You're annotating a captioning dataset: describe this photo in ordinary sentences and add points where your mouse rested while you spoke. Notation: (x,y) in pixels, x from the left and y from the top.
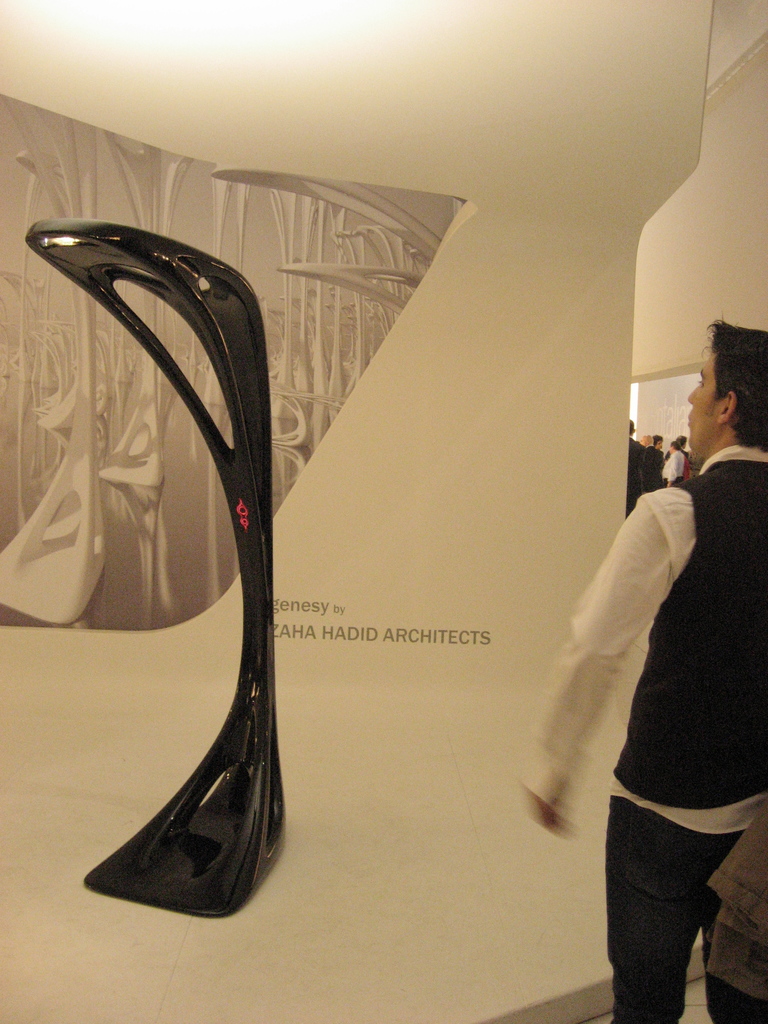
In this image, I can see a genesy lamp (199,848) on the floor (271,917). In the background (82,353), there is a banner (67,472). On the right side of the image (659,621), I can see a group of people (673,553) standing.
